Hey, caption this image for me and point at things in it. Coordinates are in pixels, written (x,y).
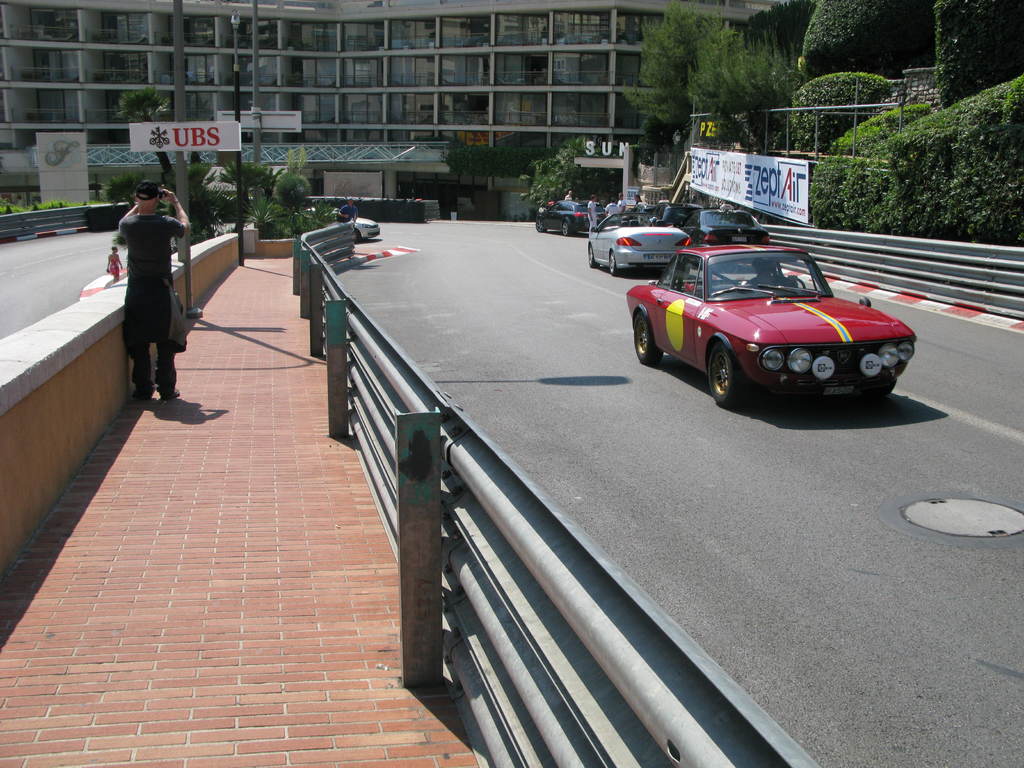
On the right side (793,492) there is a road (640,463). On that there are many vehicles (737,280). On the sides of the road (603,469) there are railings (1020,300). On the left side (195,557) there is a sidewalk (202,524). On that there is a person (139,263) standing. In the back (478,23) there is a building (323,76). On the sides there are poles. On the pole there is a board (198,133). Also there is a banner (748,178). On the right side (862,162) there are trees (646,103).
